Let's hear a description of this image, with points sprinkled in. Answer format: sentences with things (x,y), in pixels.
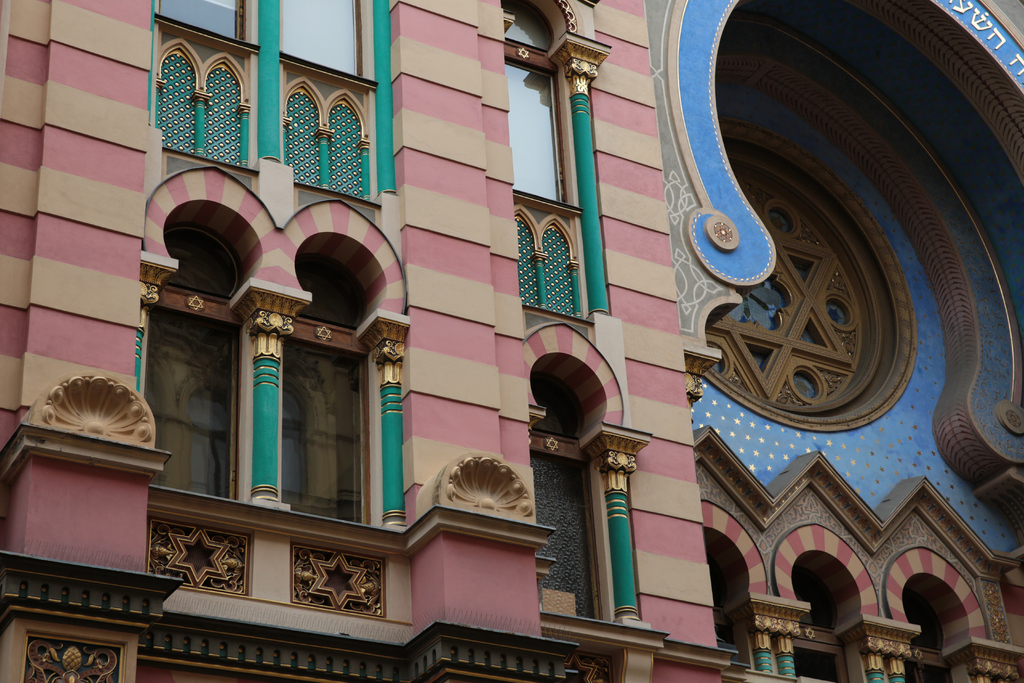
In this picture we can see building (517,642) and glass windows (337,447).
